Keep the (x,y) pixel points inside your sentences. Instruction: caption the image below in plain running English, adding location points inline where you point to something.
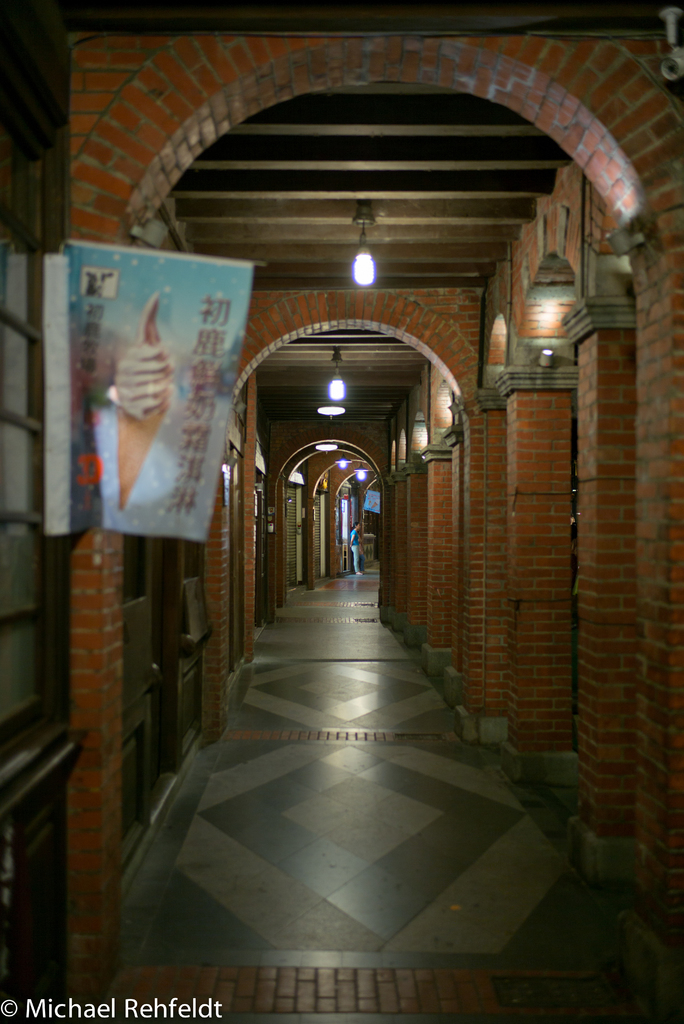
The picture is taken inside the building (38,343). In the foreground (54,943) we can see poster (119,321), window (0,724) and floor (431,755). In the middle of the picture (270,342) there are doors (149,643), pillars (418,524), walls (532,340) and light (319,446). In the center of the background (345,472) we can see wall (336,477) and light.
